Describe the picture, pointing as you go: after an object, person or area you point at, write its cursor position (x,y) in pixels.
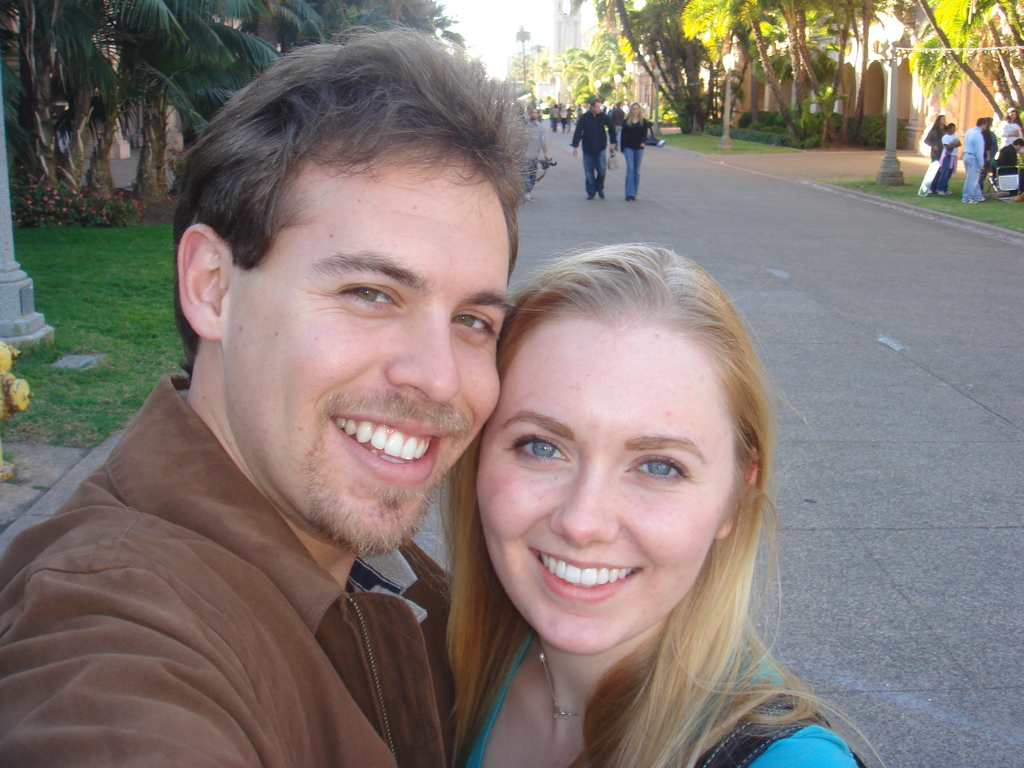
In the center of the image (581,273) there is a man (193,503) and a woman (535,583) smiling. In the background (170,12) there are many trees (668,80) and buildings (907,86) and also light poles (891,48). There are few persons (950,156) standing on the grass (998,204) and few are walking on the road (668,203).
